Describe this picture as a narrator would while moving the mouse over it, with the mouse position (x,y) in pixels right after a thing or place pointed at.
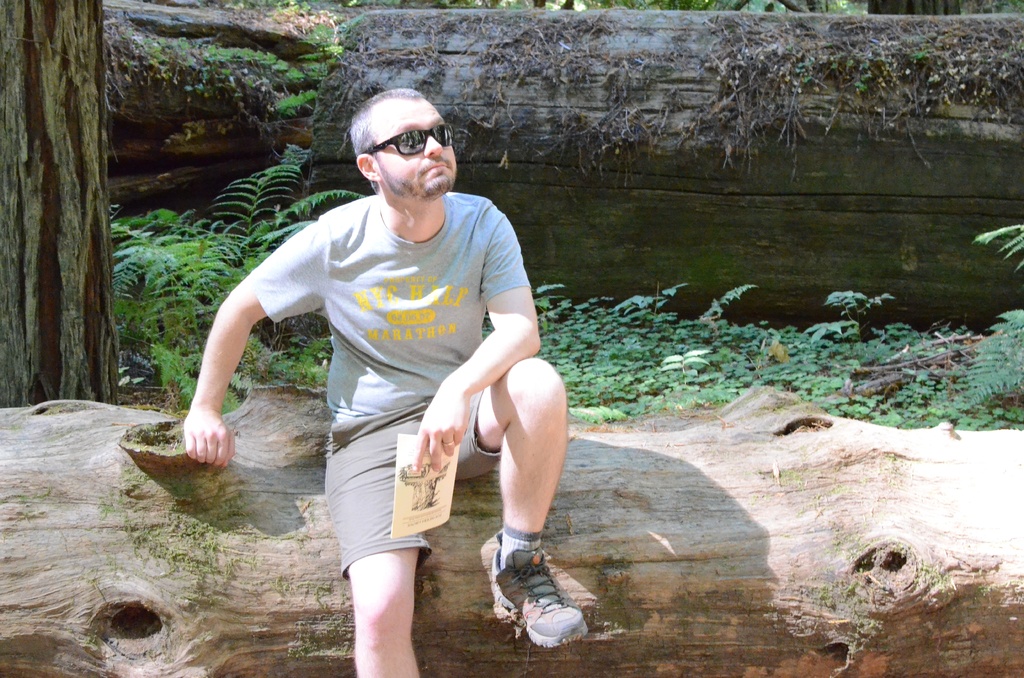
In this image I can see a person (420,327) sitting on the trunk (470,616) of a tree (326,590). I can see few plants (550,355). In the background (248,150) there is a trunk (759,192) of a tree (795,233). On the left side (61,178) I can see a tree (85,210).
